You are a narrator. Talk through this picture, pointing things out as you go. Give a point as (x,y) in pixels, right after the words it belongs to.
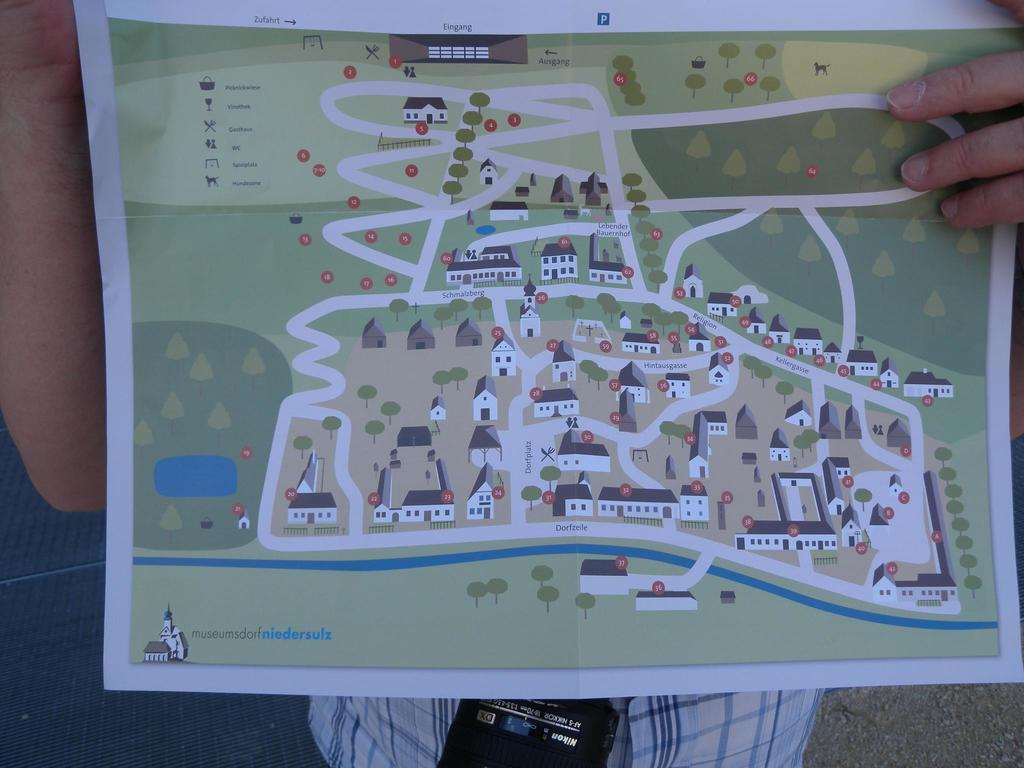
In the picture I can see a paper (527,588) which has cartoon image (488,470) of houses (481,482) and some other things (522,489). This paper (459,515) is holding by a person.
